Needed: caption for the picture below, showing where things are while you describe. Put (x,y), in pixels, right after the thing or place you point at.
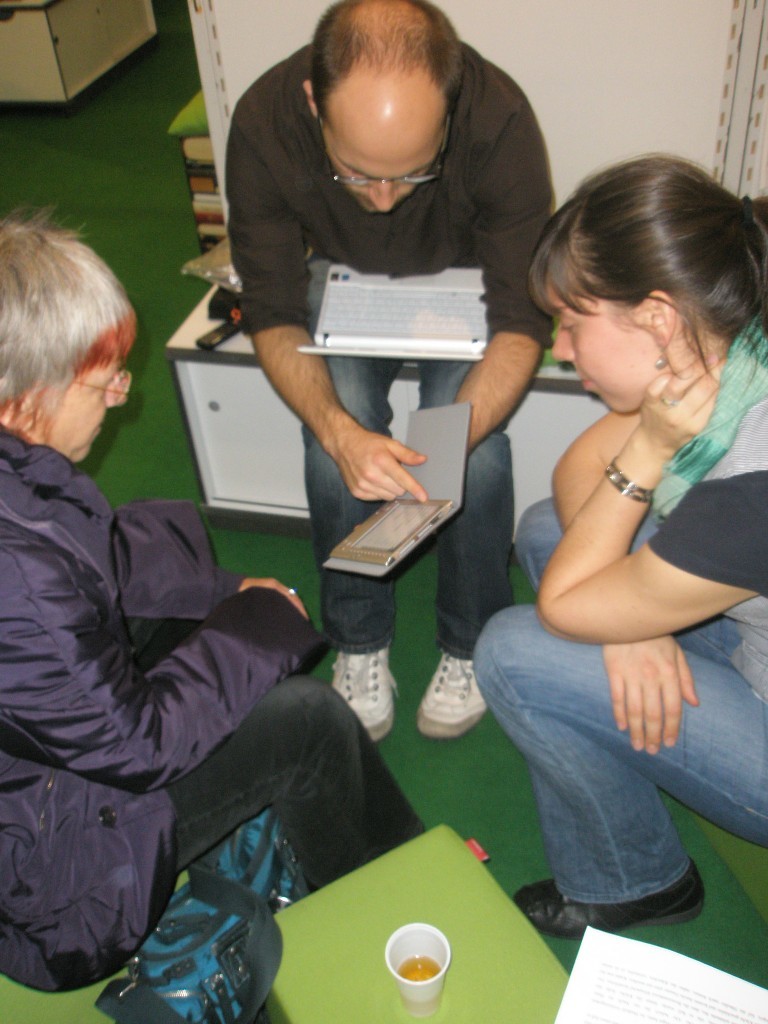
Here I can see three people (294,738) are sitting and looking at the device (408,518) which is in the hands (345,450) of a man (388,227). At the bottom (385,911) there is a table (435,920) on which I can see a glass (418,982), paper (584,983) and a bag (220,960). At the back of this man (330,138) there is a wall (576,26). On the floor (124,207), I can see a green color mat (111,187).
